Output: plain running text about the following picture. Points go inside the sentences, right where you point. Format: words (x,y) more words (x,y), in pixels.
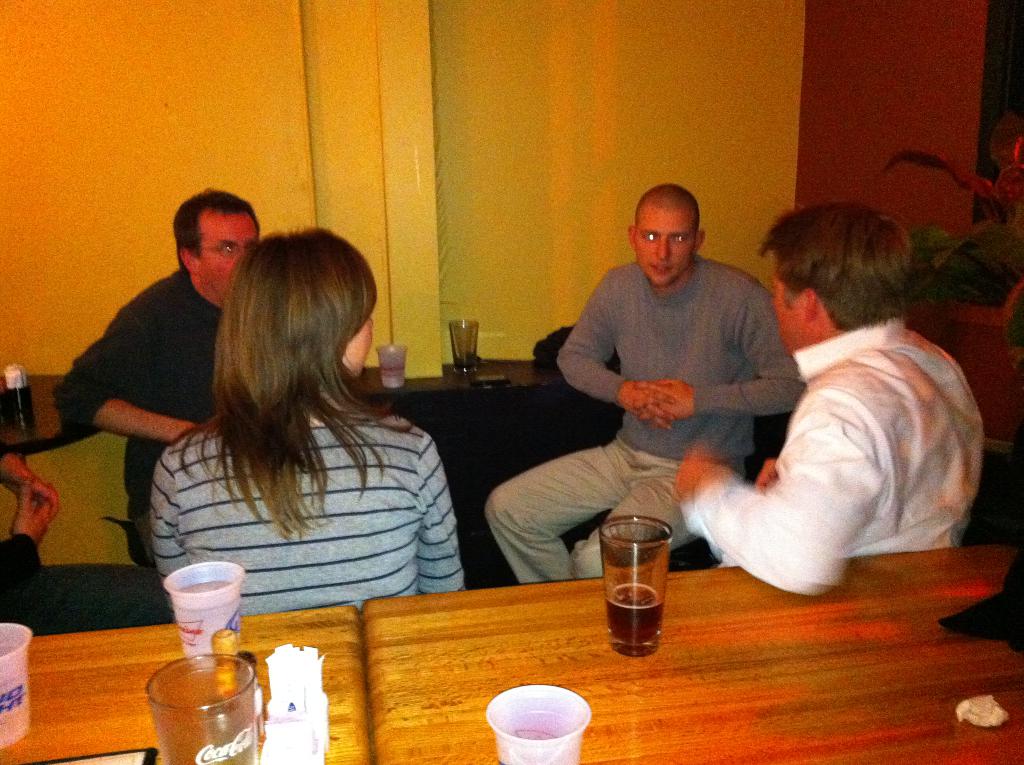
I can see in this image a group of people (288,363) are sitting and talking each other. I can also see a few tables (476,677) in which it has few cups (650,588) and other objects (293,705) on it
